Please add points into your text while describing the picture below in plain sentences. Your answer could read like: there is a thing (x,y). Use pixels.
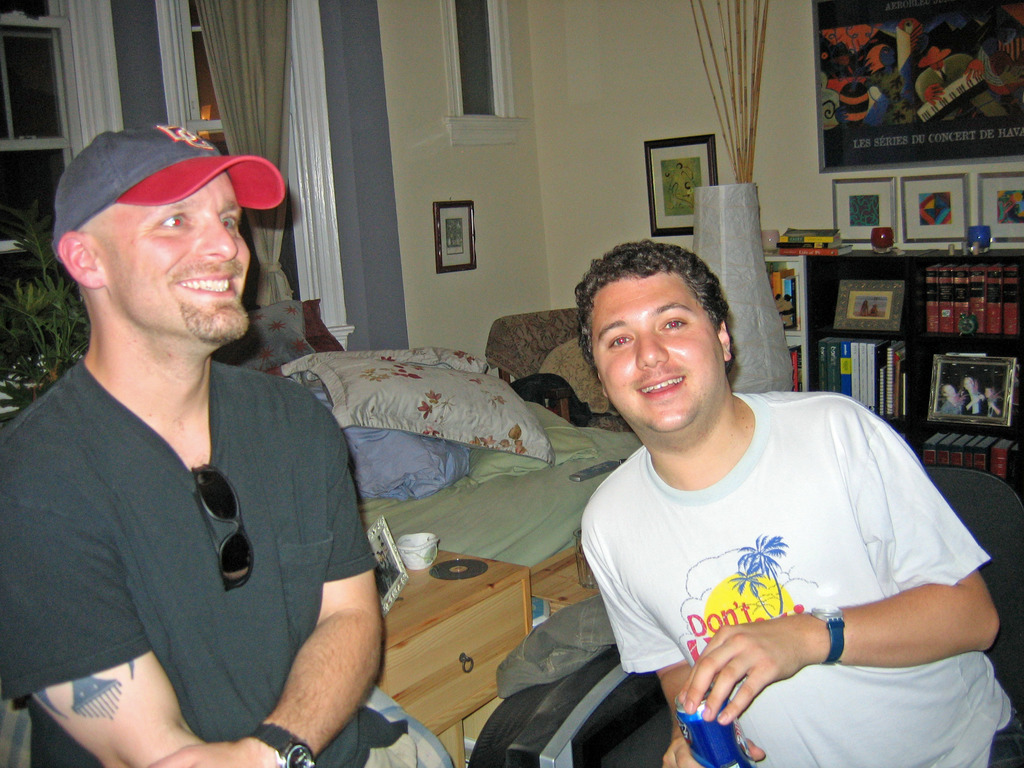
In this picture we can see few people (718,470), they are smiling, on the right side of the image (782,570) we can see a man (723,622), he is holding a tin (685,726), behind them we can see a frame (374,527), cup (422,552), pillows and a plant (73,318), on the right side of the image (846,283) we can find few books (867,347) and other things (854,295) in the racks (923,429), also we can find few curtains (266,79), flower vase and few frames (664,219) on the wall (502,205).
